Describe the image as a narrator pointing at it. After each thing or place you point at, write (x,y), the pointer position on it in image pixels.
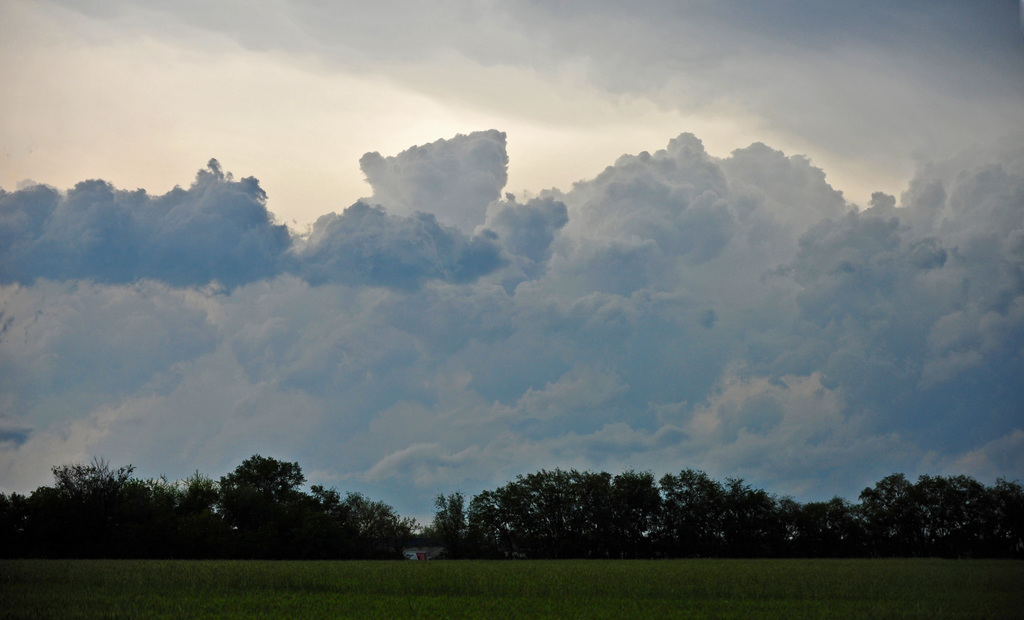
In this picture I can observe some grass (562,600) on the ground (654,592). There are some trees (204,502). In the background (582,287) there is a sky (538,147) with some clouds (366,175).
